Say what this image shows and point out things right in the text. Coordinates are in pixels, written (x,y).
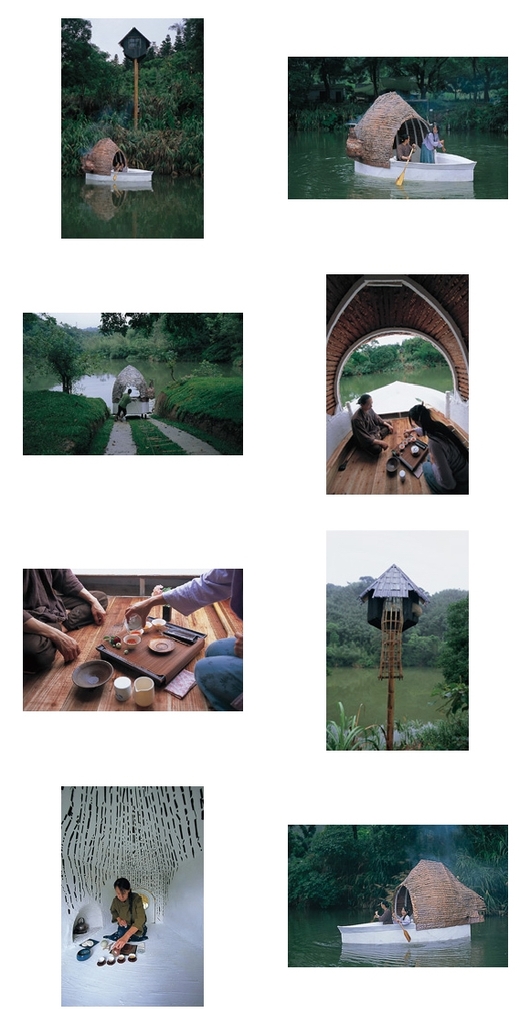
In this picture I can see collage of couple of images, In the first image I can see a pole (137,64), trees (132,87) and I can see plants (127,110) and a boat (109,171) and I can see water (126,206) and a cloudy sky (134,24), in the second picture I can see a boat (390,151) and couple of them (406,152) in the boat (421,173) holding paddles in their hands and I can see trees (445,119) in the back (449,91) and water (331,160).
